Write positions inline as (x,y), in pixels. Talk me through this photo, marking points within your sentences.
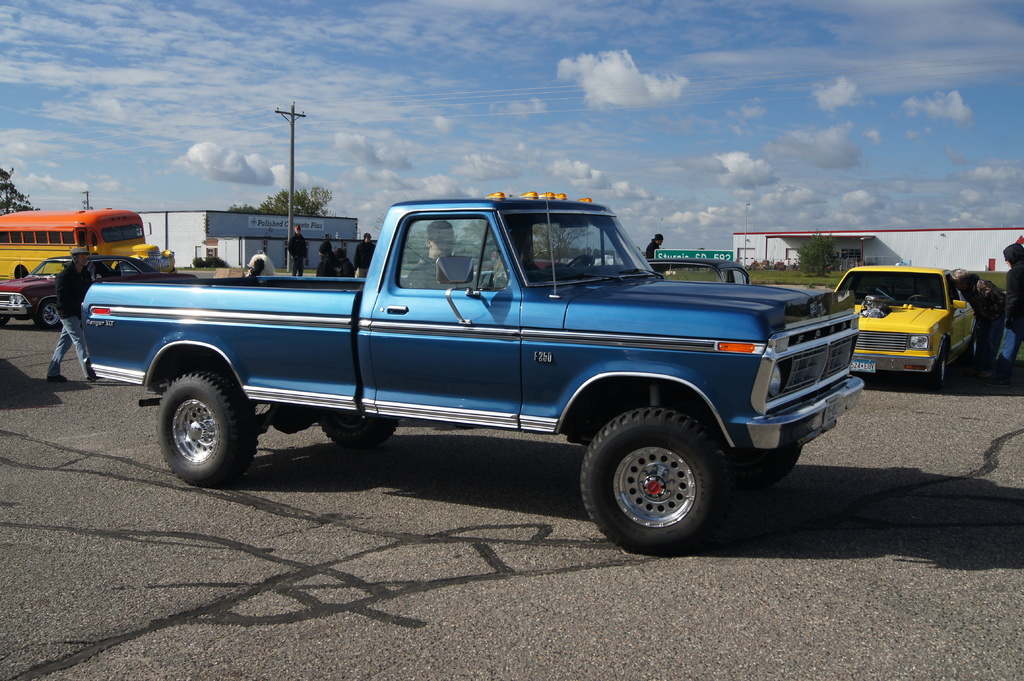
In this image we can see vehicles (582,256) on the road (490,457), beside that we can see few people (1005,335) walking, we can see text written on the board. And we can see sheds (254,235), we can see an electrical pole (291,111), beside that we can see trees (831,255) and grass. And we can see the sky (905,84) with clouds (695,223).
